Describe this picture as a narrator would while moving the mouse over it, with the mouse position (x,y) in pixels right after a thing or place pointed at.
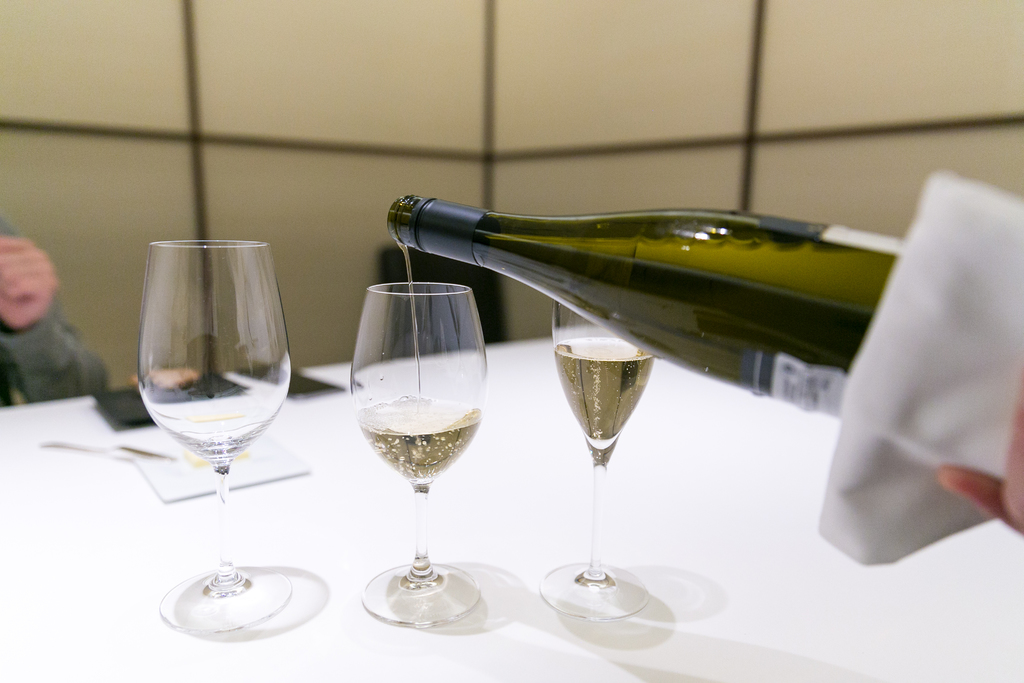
In this image I see 3 glasses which are on the table (341,533) and I can also see a bottle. In the background (748,180) I can see the wall (4,21) and a person's hand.
